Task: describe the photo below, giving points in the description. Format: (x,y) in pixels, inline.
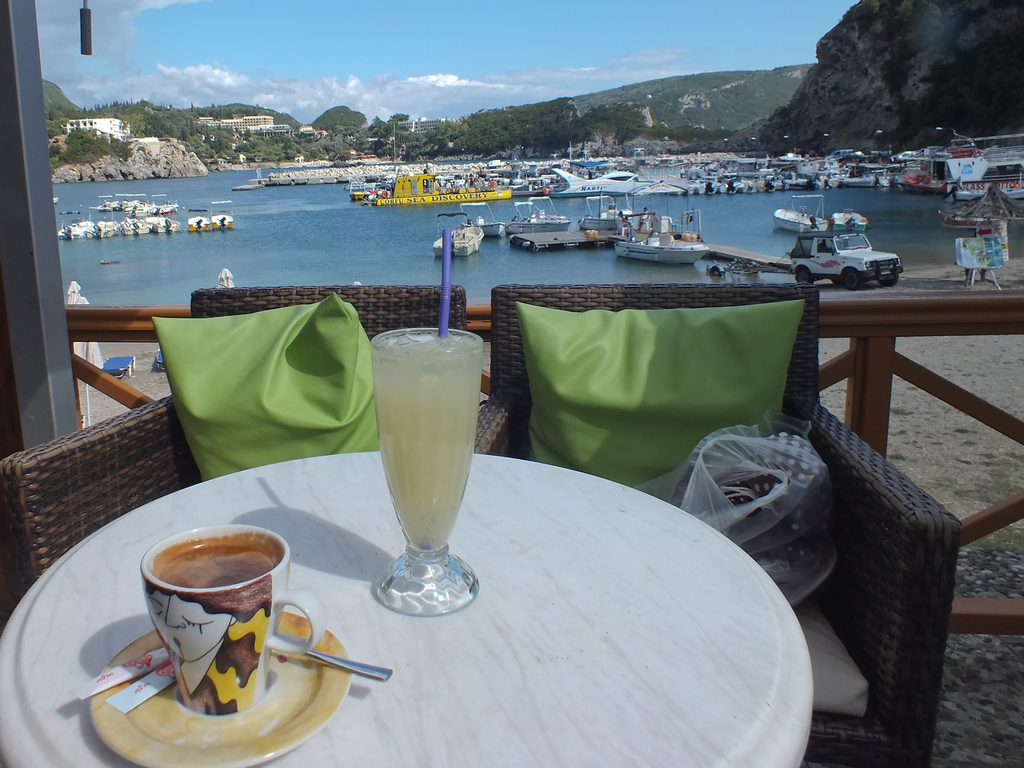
In this picture We can see two chairs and a table (534,683), there are two pillows (623,388) on the chairs (511,338) there is drink (457,341) in the glass (434,487) on table (381,527) and also we can see a cup (229,643), in the background (335,266) we can see some water (375,246) and there is a beach (944,270) here, there are number of boats (437,192) on the water (240,211), in the background (266,128) we can see a building (282,128) and we can also see trees (398,117) and sky (404,110) on the right side of the image (860,83) and see some hills (895,41), here we can see a vehicle (841,252) standing on the banks (957,277) of water (296,282).
